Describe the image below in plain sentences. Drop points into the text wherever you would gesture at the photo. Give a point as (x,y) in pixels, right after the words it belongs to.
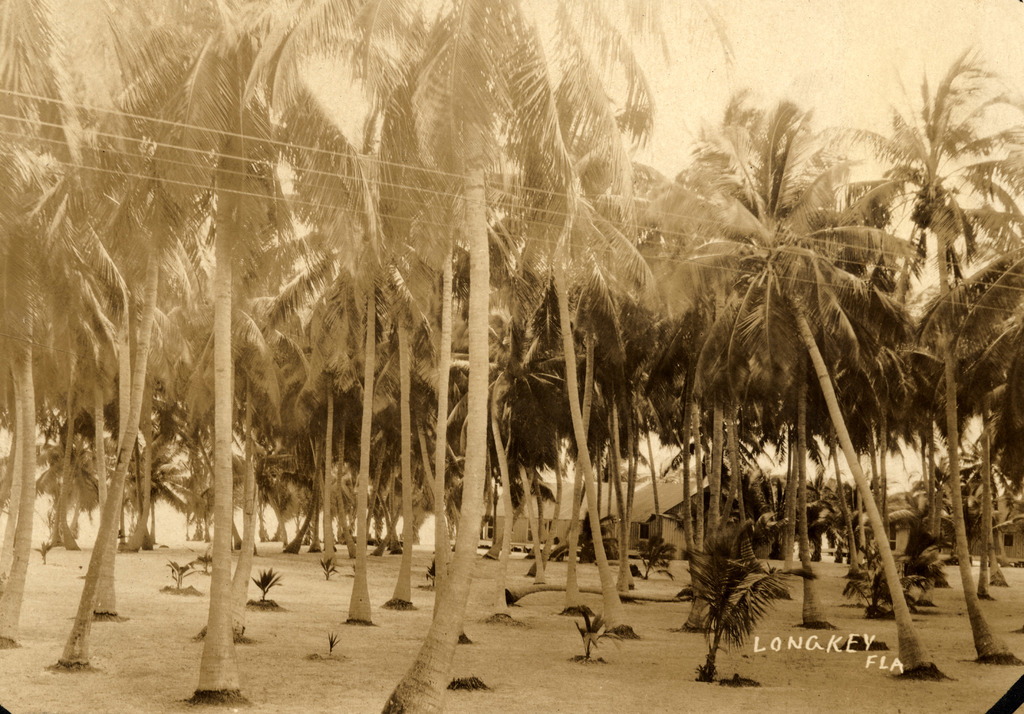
In this image we can see some houses (1003,545), some plants (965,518), some wires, some objects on the surface (1004,677), some text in the image, so many coconut trees (994,497) and at the top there is the sky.
